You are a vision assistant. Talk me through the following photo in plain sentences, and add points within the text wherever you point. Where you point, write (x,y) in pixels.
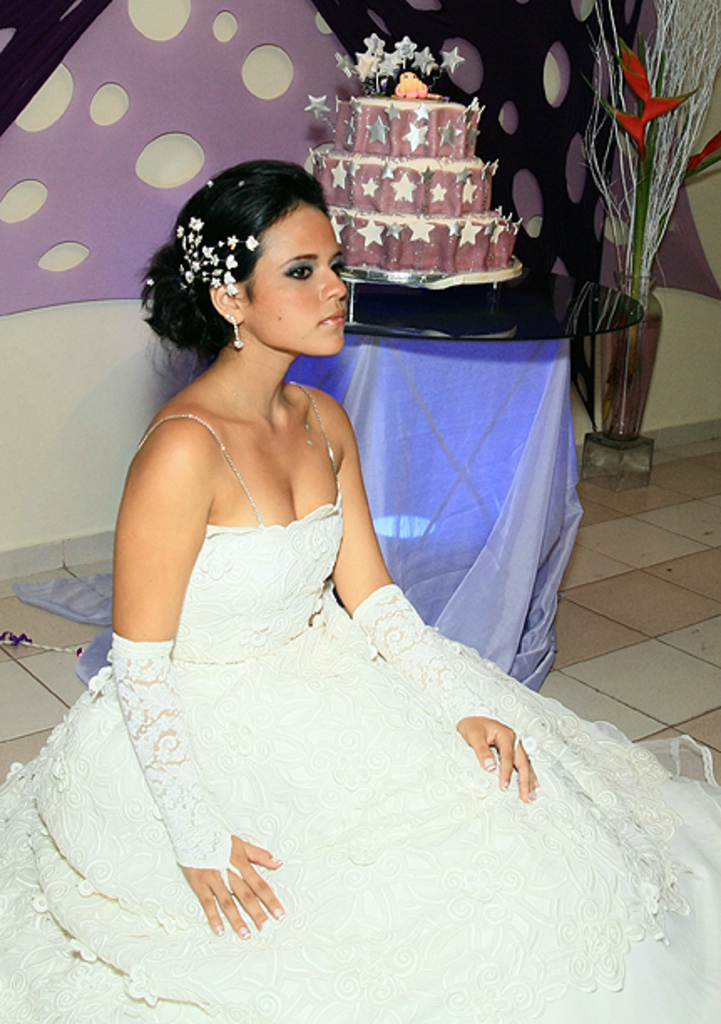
In this image I can see there is a person (321,752) sitting on the floor (626,676). And at the back (387,437) there is a table (471,469) with a cloth (512,476). On the table (509,455) there is a glass (556,319) and a cake (379,191). And at the side there is a flower pot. And there is a wall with a design (574,91).
